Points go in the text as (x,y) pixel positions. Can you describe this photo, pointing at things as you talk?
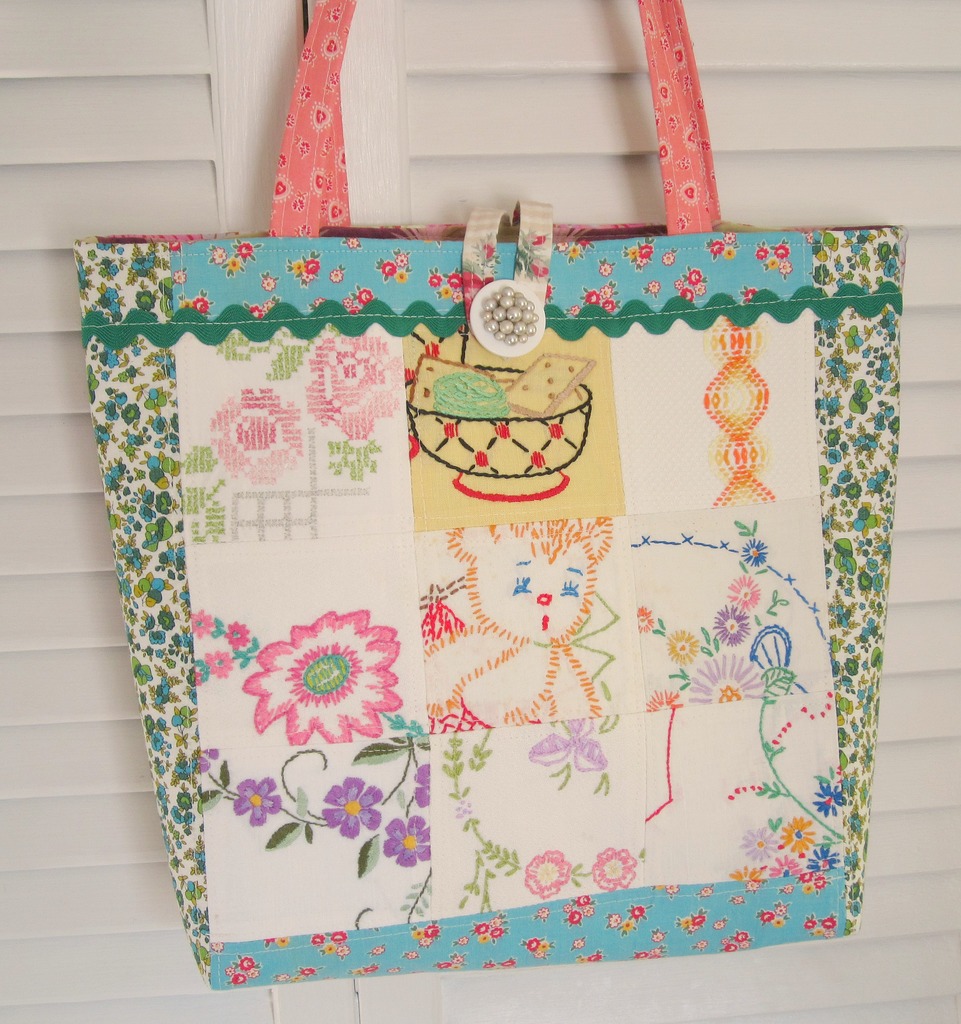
In this image in the center (536,442) there is one handbag (354,533).
